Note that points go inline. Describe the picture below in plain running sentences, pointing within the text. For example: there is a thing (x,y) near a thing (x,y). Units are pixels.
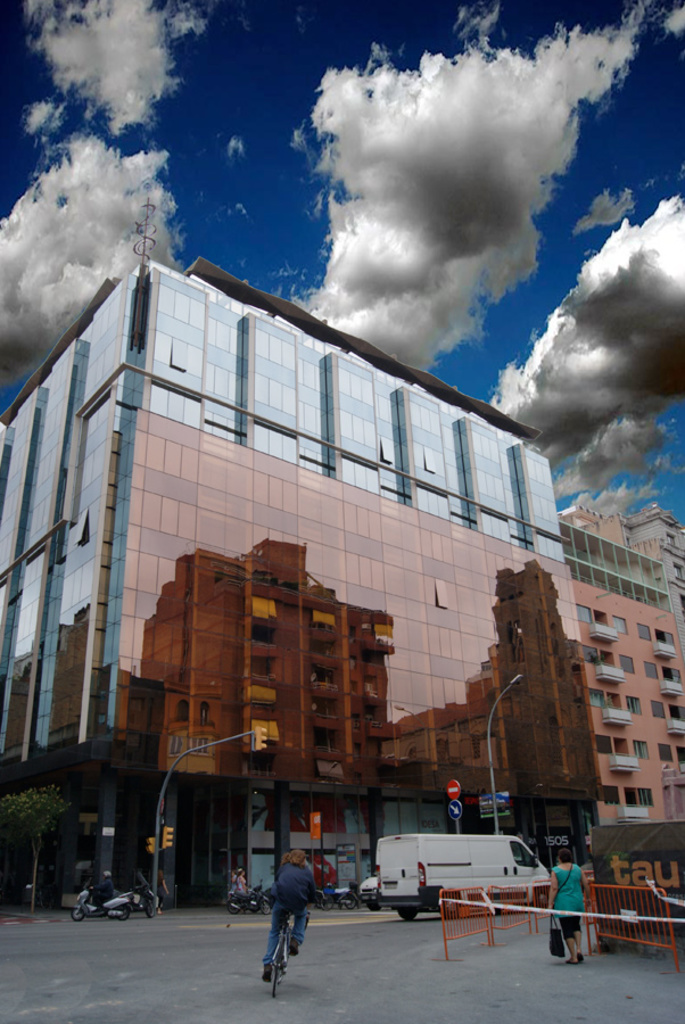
This picture is clicked outside the city. At the bottom (247,982), we see the road (411,999). We see a man (288,904) is riding a bicycle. On the right side (492,921), we see the road railing boards (588,928) in orange color. Beside that, we see a woman (578,886) in the green T-shirt (583,895) is walking and she is holding a black bag (552,939). Beside that, we see a banner (635,852) with some text (619,874) written. In the middle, we see a white van (434,902). On the left side (39,827), we see the trees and the bikes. There are buildings (533,697), street lights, poles (496,809) and boards (487,803) in the background (403,806). At the top (259,214), we see the clouds (328,194) and the sky (288,202), which is blue in color.
